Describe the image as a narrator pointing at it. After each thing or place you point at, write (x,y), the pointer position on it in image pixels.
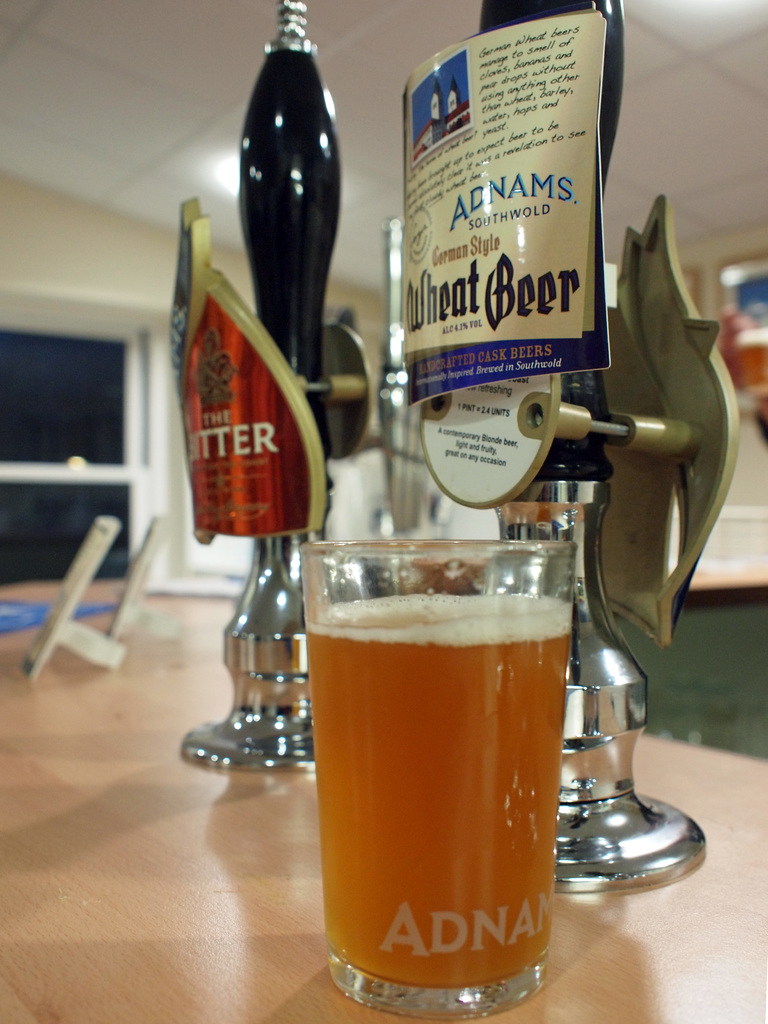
In this image, we can see a glass (436,775) with liquid (494,747), few stands (617,744) with stickers (487,500), some objects (10,628) are placed on the wooden surface (297,965). Background (765,555) there is a blur view. Here there is a door (71,399) and wall (106,247).
